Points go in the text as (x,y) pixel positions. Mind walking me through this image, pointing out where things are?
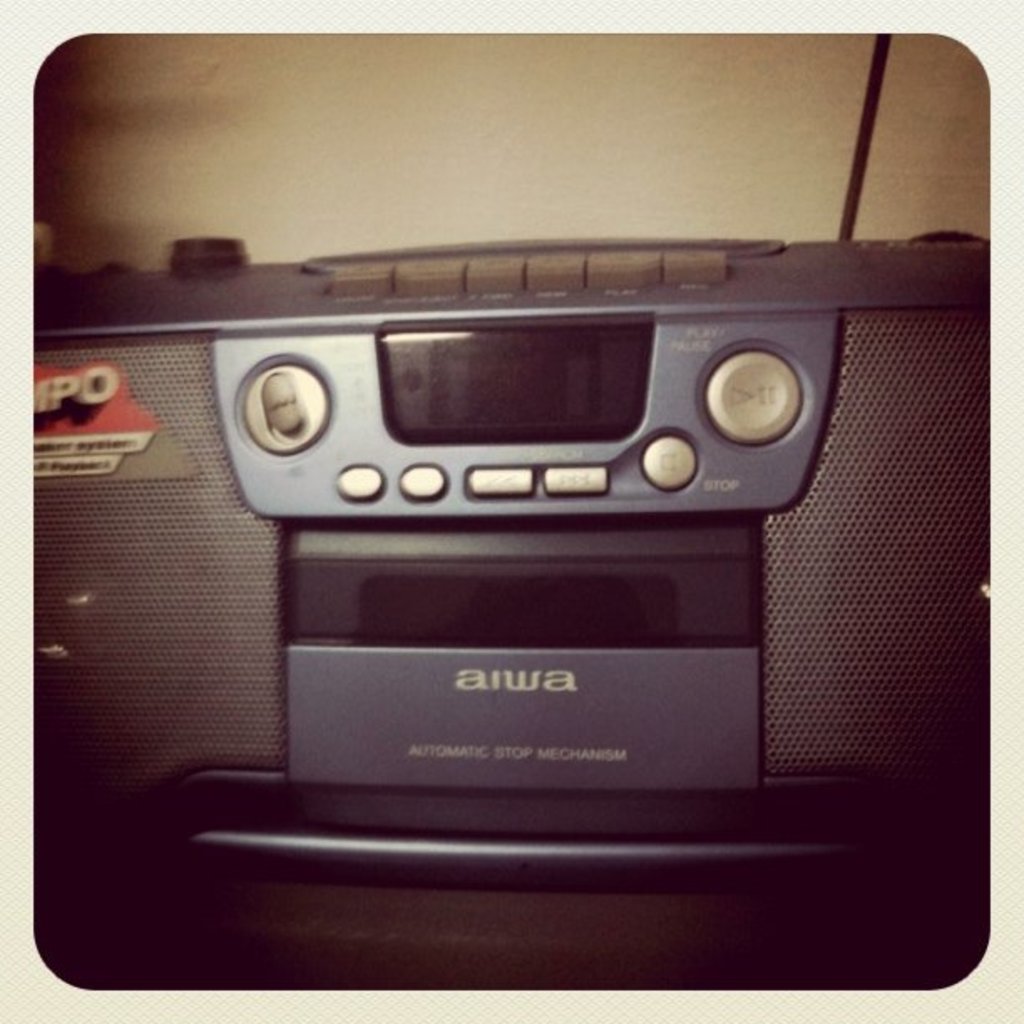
Here we can see a tape recorder (449,542). In the background (498,232) we can see cable (870,80) and wall (609,153).
